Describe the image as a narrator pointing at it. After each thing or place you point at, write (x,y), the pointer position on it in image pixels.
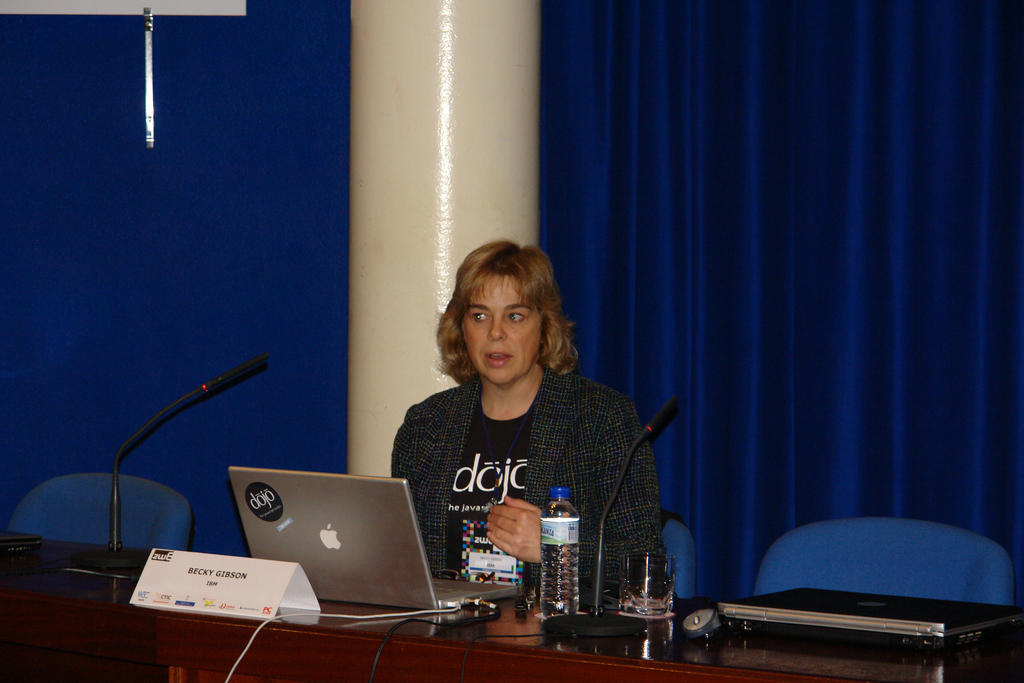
In this image we can see a woman (535,436) is sitting on blue chair (688,543). In front of her table (345,638) is there. On table (50,605) laptops (817,628), glass (646,608), bottle (556,569), mics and name plate (287,585) are there. Background of the image (753,140) blue color curtain (608,187) and white color pillar (428,181) is there.
